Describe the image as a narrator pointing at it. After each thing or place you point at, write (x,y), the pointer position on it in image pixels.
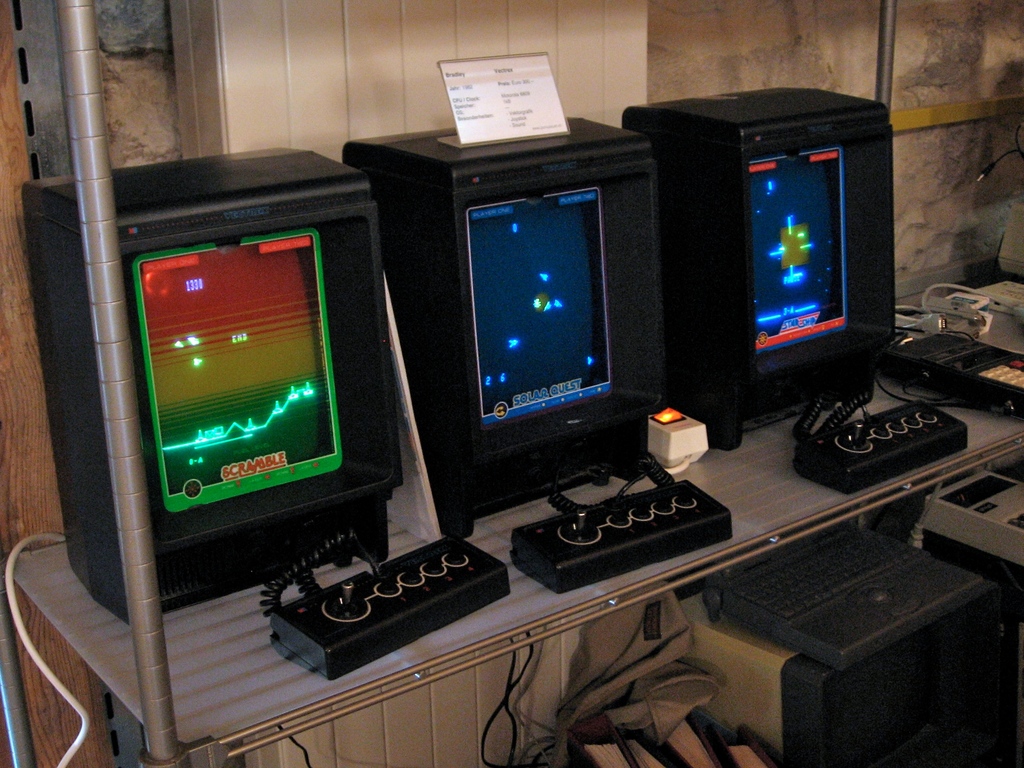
In this image we can see the monitors (874,210), switch boards (831,464), machines (968,367), wires (523,667), pole (164,720) and wall (355,45). There is a white color object (517,122) on the monitor (488,167).
